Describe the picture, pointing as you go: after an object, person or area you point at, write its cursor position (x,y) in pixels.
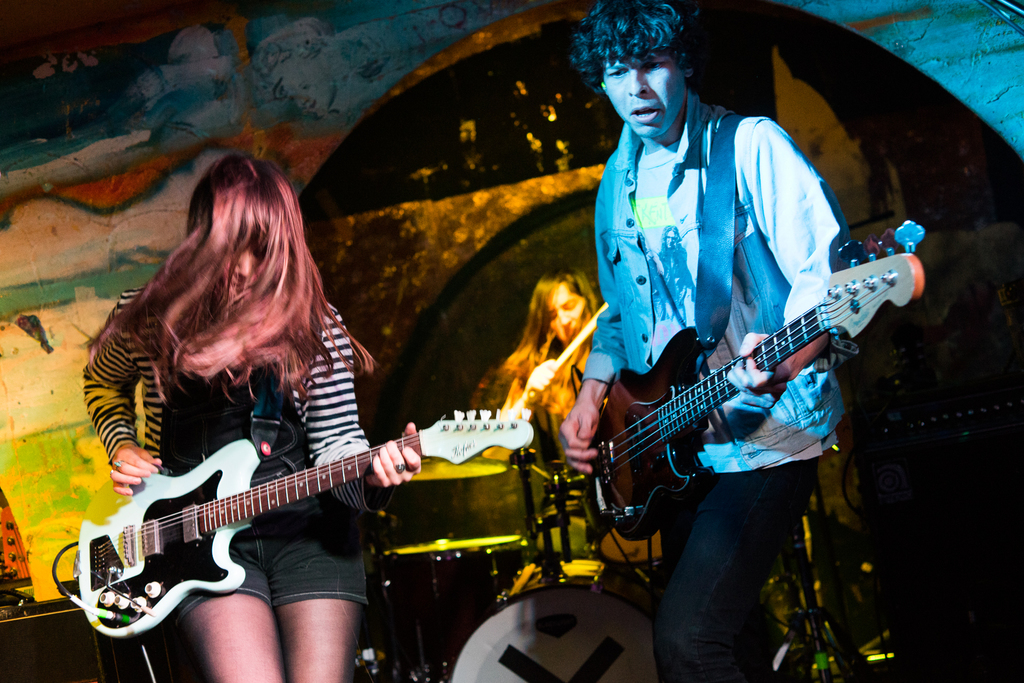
In this image I see a woman (244,202) and a man (649,107) who are holding guitars (446,434) and In the background (521,361) I see another who is holding sticks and is near to the drums (405,618) and I see the wall (389,39) on which there is art (72,577).
